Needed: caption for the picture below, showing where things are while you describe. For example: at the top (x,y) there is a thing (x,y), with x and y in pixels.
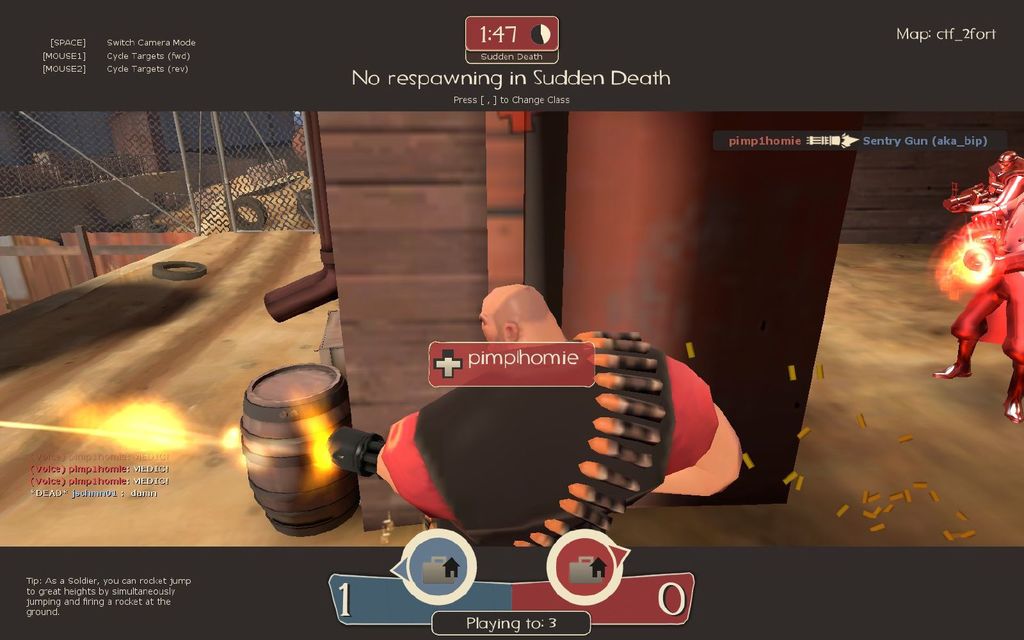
In this image we can see an animation picture. In the picture there are fences (113,217), barrels (302,414), persons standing on the floor (852,453) and firing.
